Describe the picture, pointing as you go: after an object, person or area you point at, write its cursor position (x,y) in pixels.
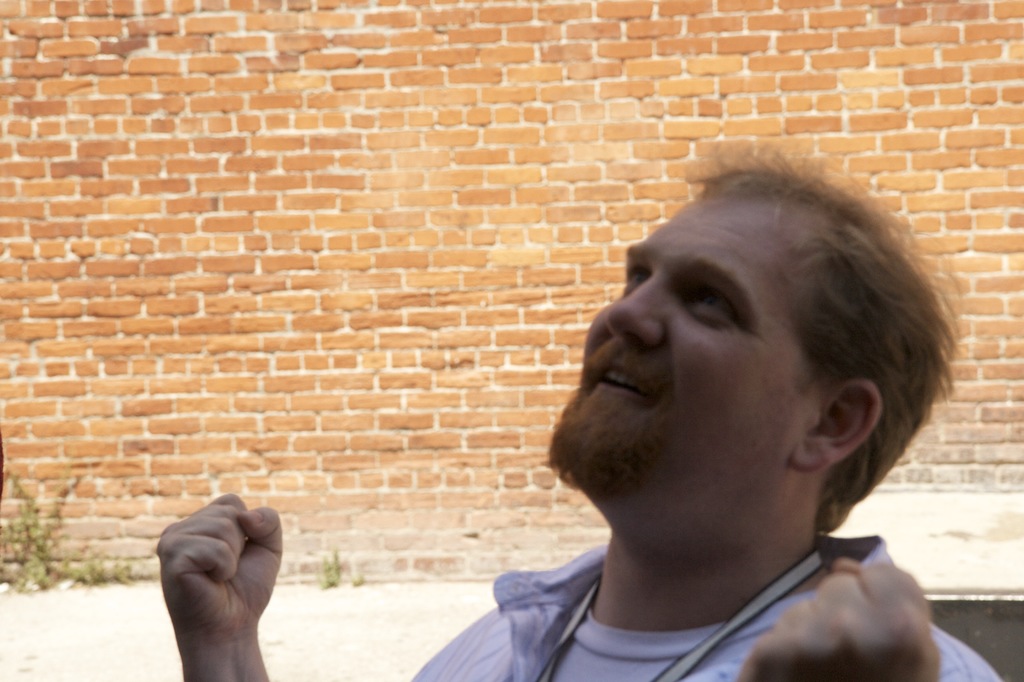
In this image we can see a man (735,609) and a brick wall (273,391) in the background (278,376) and a plant (48,536) in front of the wall (168,500).
